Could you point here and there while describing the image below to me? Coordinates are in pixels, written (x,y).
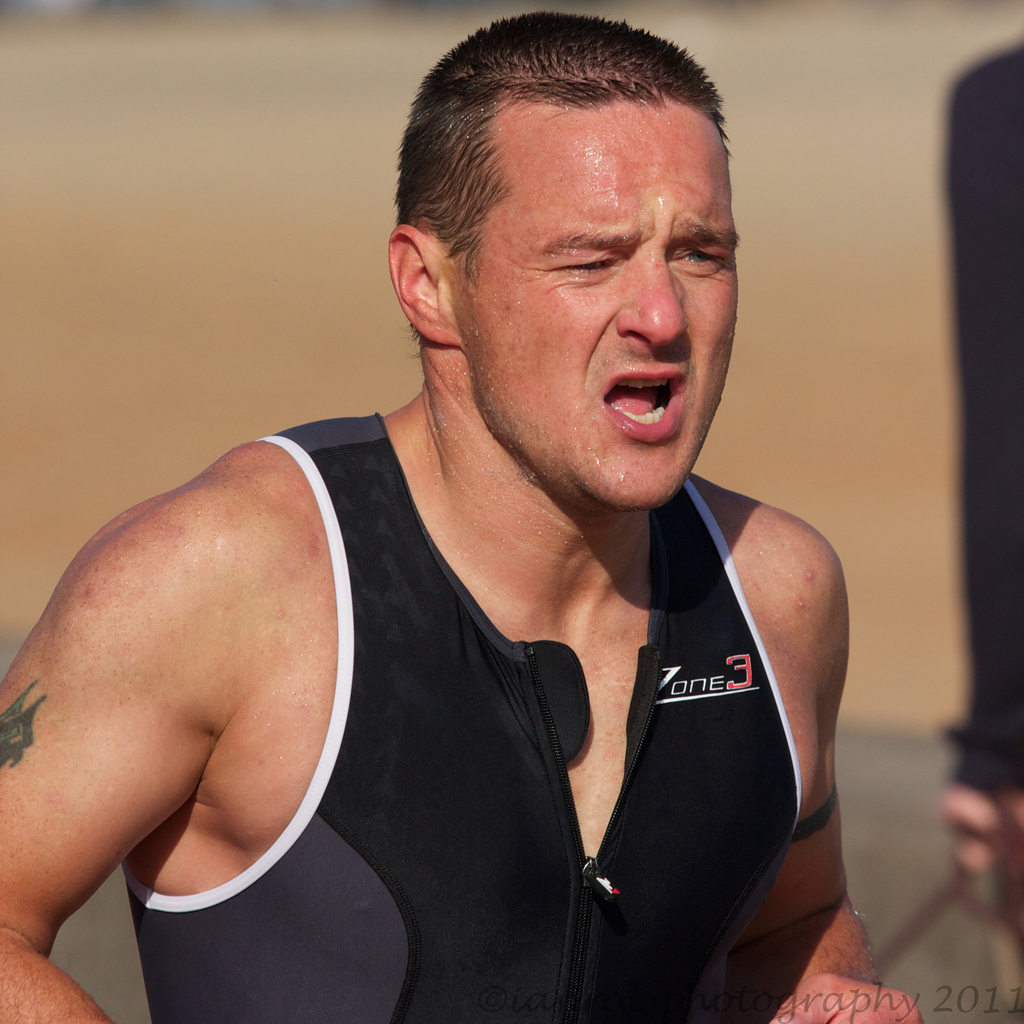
In the center of the image (577,521) we can see a man (654,636) sweating and he is wearing a black jacket (463,818).
